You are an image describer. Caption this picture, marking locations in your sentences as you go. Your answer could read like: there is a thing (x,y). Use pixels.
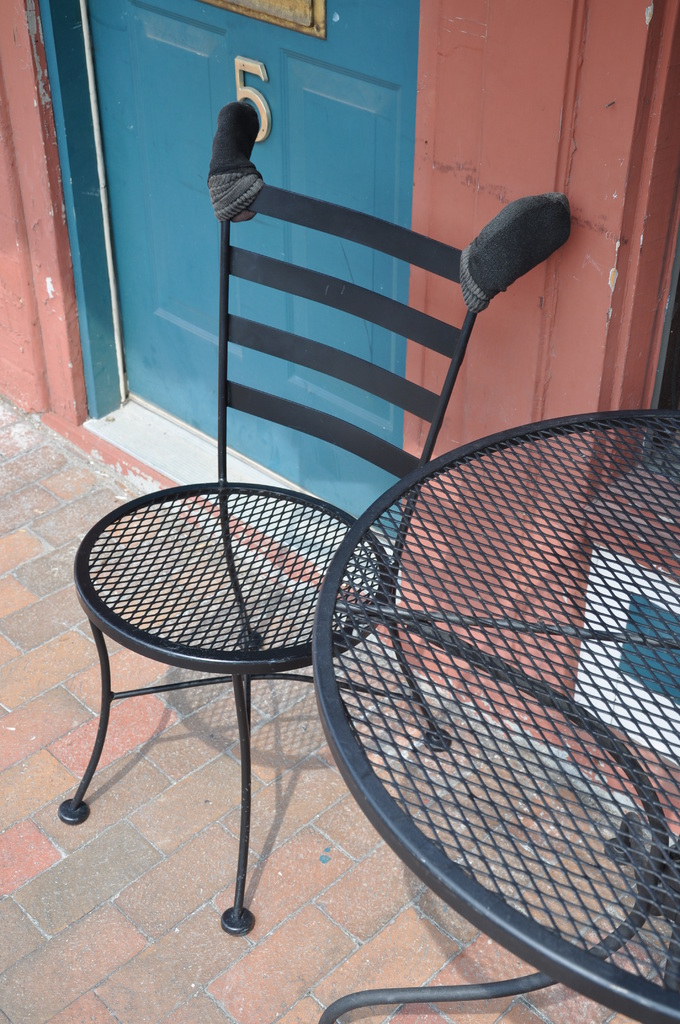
In this picture i can see the black color steel chair (350,523) and table (533,846). Beside that there is a blue color door (347,198) and wall (519,169).
